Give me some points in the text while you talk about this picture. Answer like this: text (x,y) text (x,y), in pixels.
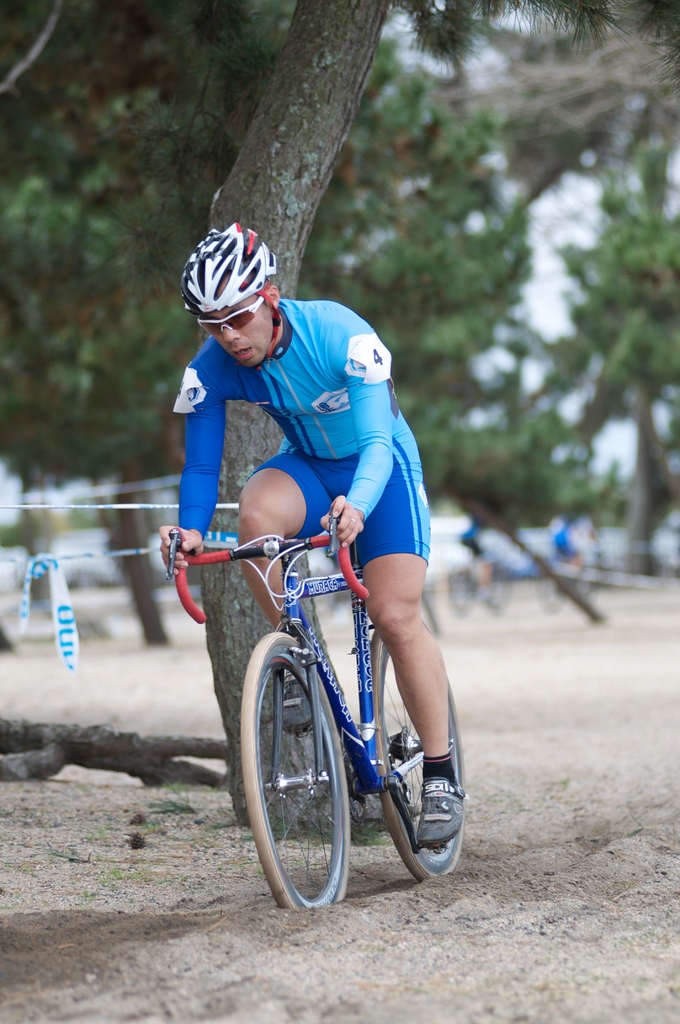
In this image we can see a man (299,721) riding a bicycle (295,636) and in the background (213,170) there are some trees (510,270).
